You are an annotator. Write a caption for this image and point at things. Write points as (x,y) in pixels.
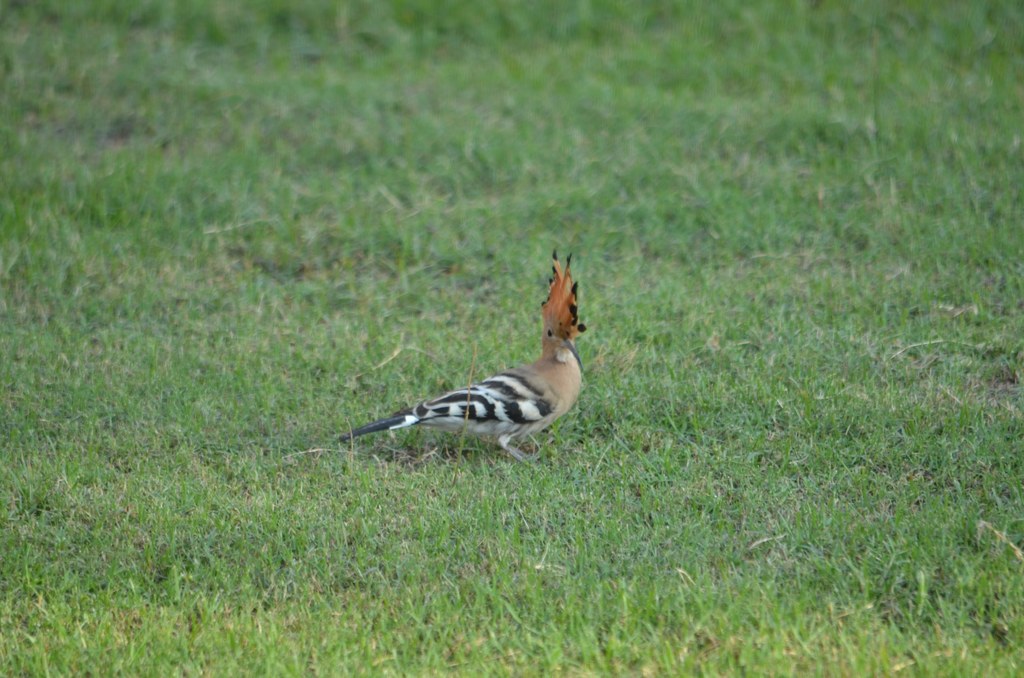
In this image I can see grass ground (426,340) and on it I can see a bird (489,423). I can see colour of this bird (518,416) is cream, orange, black and white.
